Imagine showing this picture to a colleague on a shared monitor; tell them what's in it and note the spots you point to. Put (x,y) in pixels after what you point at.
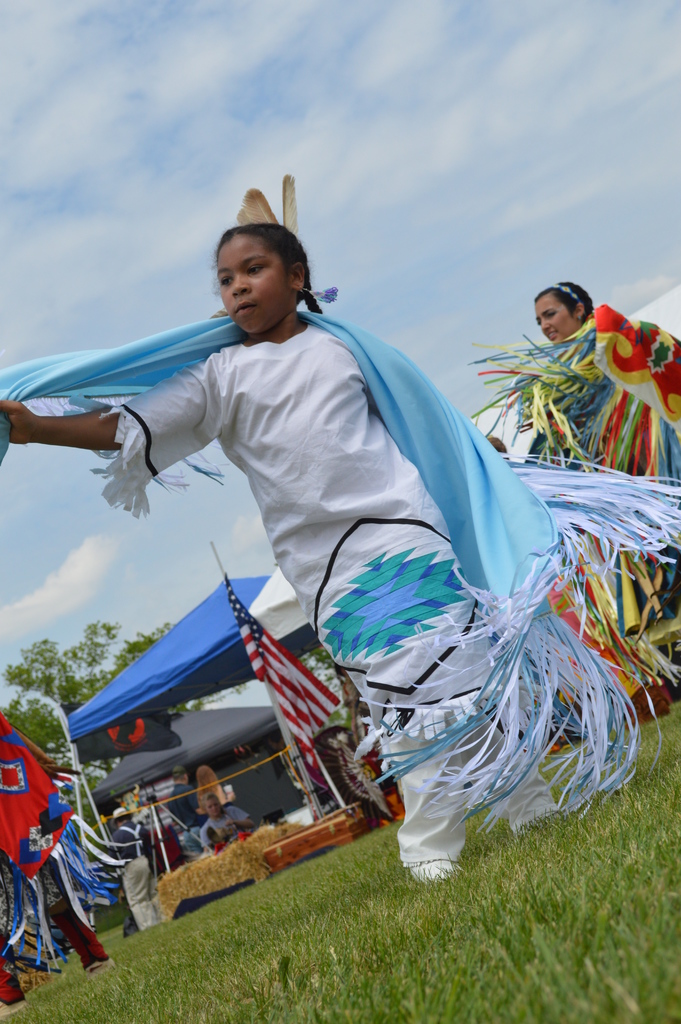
In this image, we can see some people (543,684) standing on the grass (343,920), there is a blue color tent (195,653), we can see a green tree (71,672), at the top (470,269) there is a sky (353,81) which is cloudy.
